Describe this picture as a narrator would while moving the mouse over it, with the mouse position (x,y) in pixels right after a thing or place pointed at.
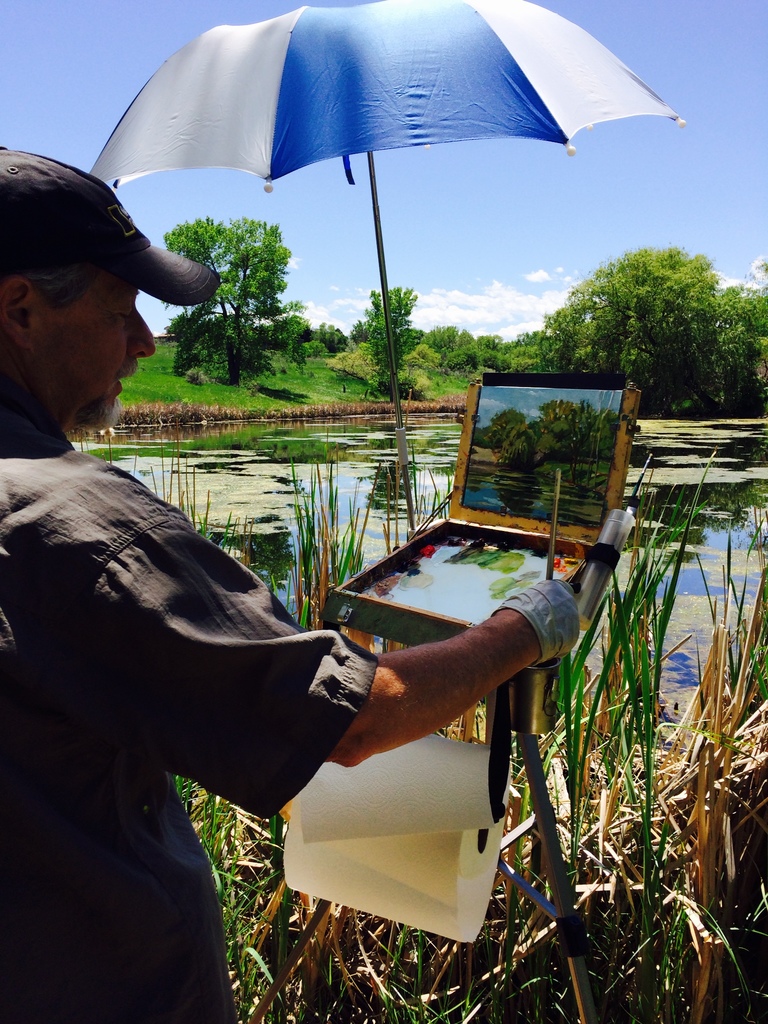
In this picture we can see a man (160,645) standing and holding a painting brush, we can see painting stand (525,568), at the bottom (638,809) there is grass (633,782), we can see water (693,541) in the middle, in the background (682,332) there are some trees (453,328) and the sky (700,232), there is an umbrella (421,85) at the top of the picture (433,80), we can see paper towels (395,871) here.
